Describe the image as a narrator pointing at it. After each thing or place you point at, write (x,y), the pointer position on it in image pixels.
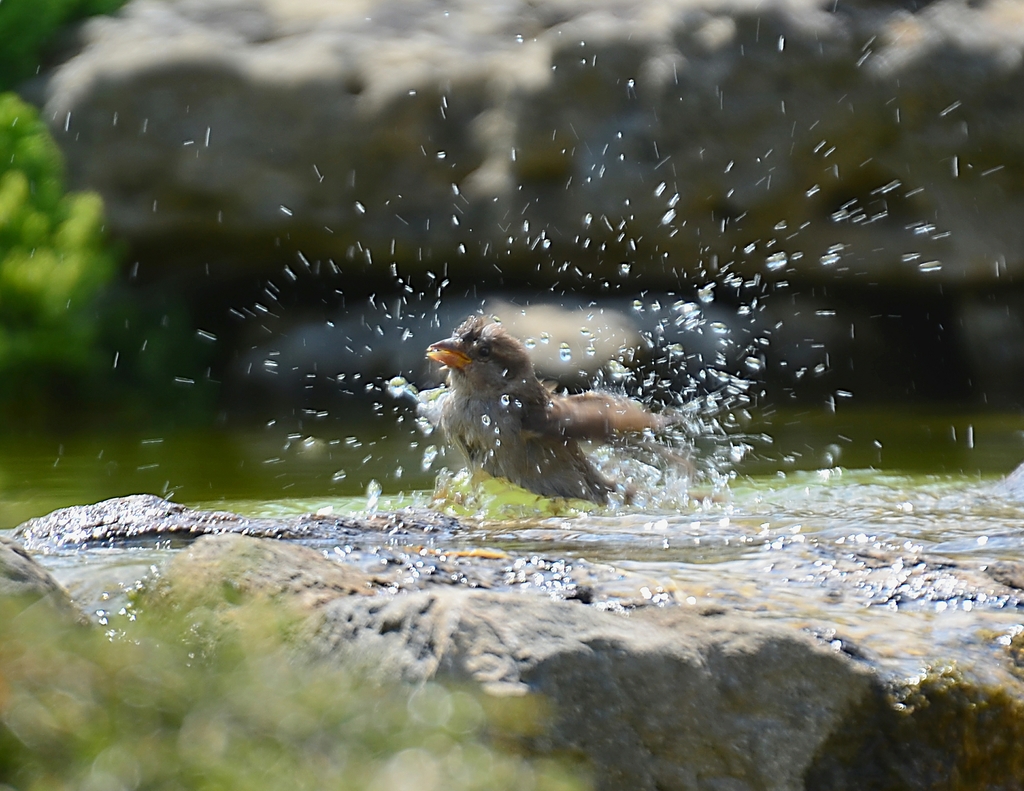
In the center of the image (510,354) we can see a bird (537,427), we can also see water (570,548) and some rocks (284,154). On the left side of the image (5,266) we can see some plants (43,329).
